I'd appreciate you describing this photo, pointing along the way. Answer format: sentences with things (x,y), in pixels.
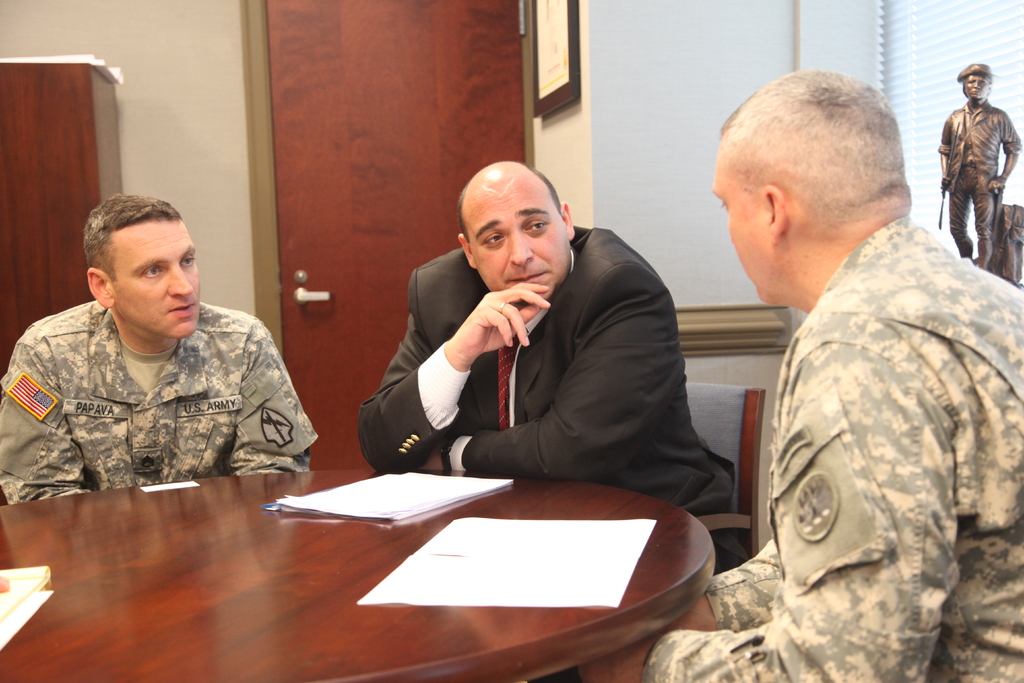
In this image we can see people (489,316), door (359,269), photo frame (552,105), sculpture (974,200), chair (735,421), table (11,649) and we can also see some papers (452,559) on the table (420,608).
